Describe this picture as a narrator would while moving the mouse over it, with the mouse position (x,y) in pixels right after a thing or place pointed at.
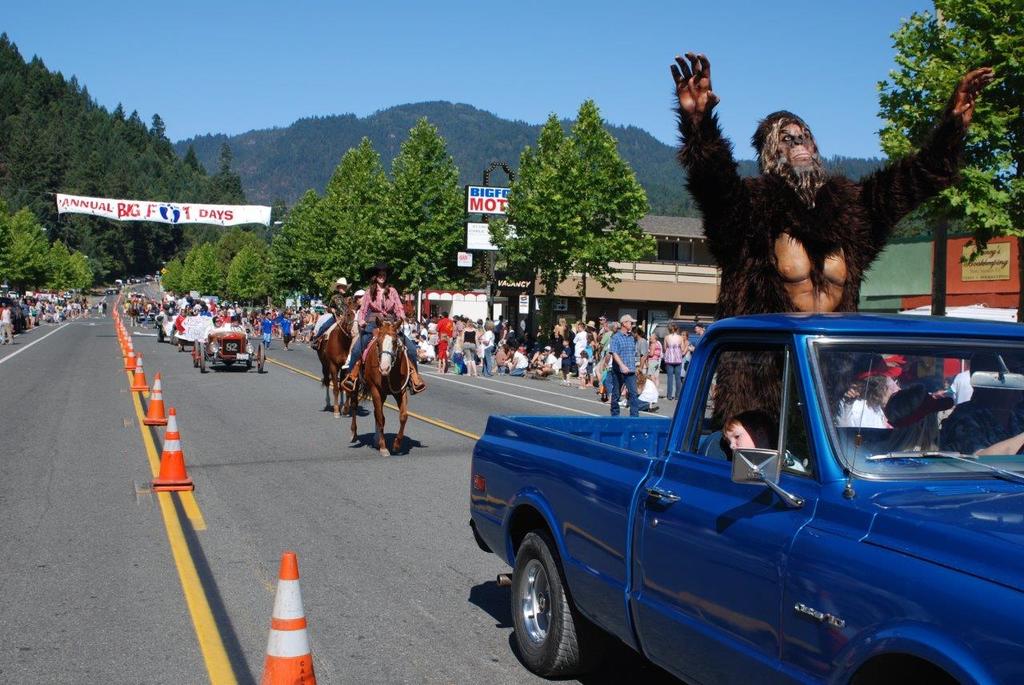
In this image I can see few trees (463,268), traffic cones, buildings (567,287), group of people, boards (470,256), few vehicles (233,336) and few people (374,271) are sitting on the horses (381,374). In front (720,256) I can see one person (827,253) is wearing different costume (782,241) and few people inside the vehicle (748,536). The sky (697,51) is in blue color.
